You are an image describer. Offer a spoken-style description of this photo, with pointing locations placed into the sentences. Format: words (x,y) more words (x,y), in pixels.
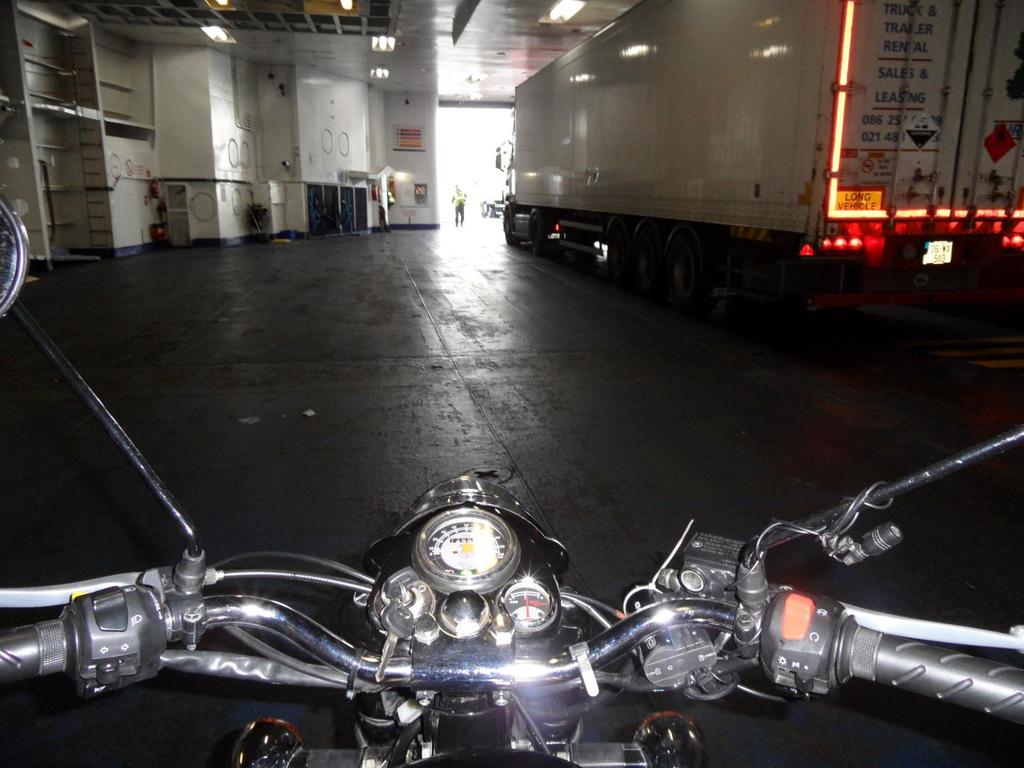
At the bottom of this image (331,669) there is a motorcycle (499,644) on the floor (422,359). On the right side (779,115) there is a truck (691,178). In the background (231,123) there is a wall (265,137) on which posters (403,141) are attached and also I can see a person (461,214) is walking on the floor (437,244). At the top of the image (378,43) there are few lights (216,37).
